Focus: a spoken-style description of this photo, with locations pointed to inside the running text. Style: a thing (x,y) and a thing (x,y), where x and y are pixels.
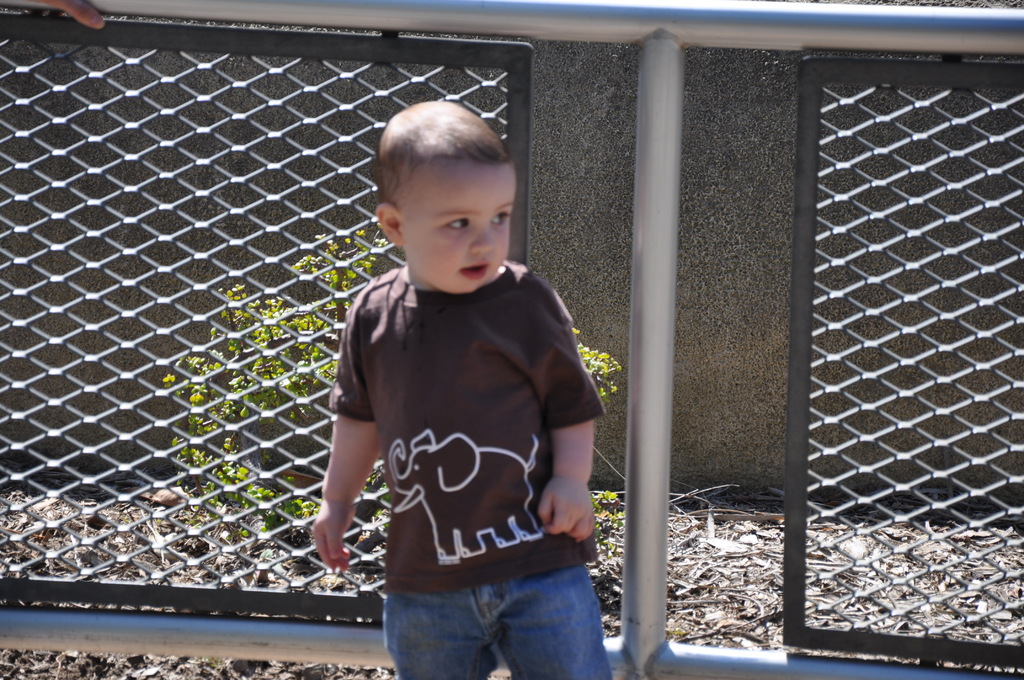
In this picture I can see a boy (454,385) in front (442,530), who is standing and I see that he is wearing a t-shirt (425,413) on which there is a depiction (481,452) of an elephant (428,478). In the background (238,331) I can see the fencing (840,36), few plants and the wall (15,147).
